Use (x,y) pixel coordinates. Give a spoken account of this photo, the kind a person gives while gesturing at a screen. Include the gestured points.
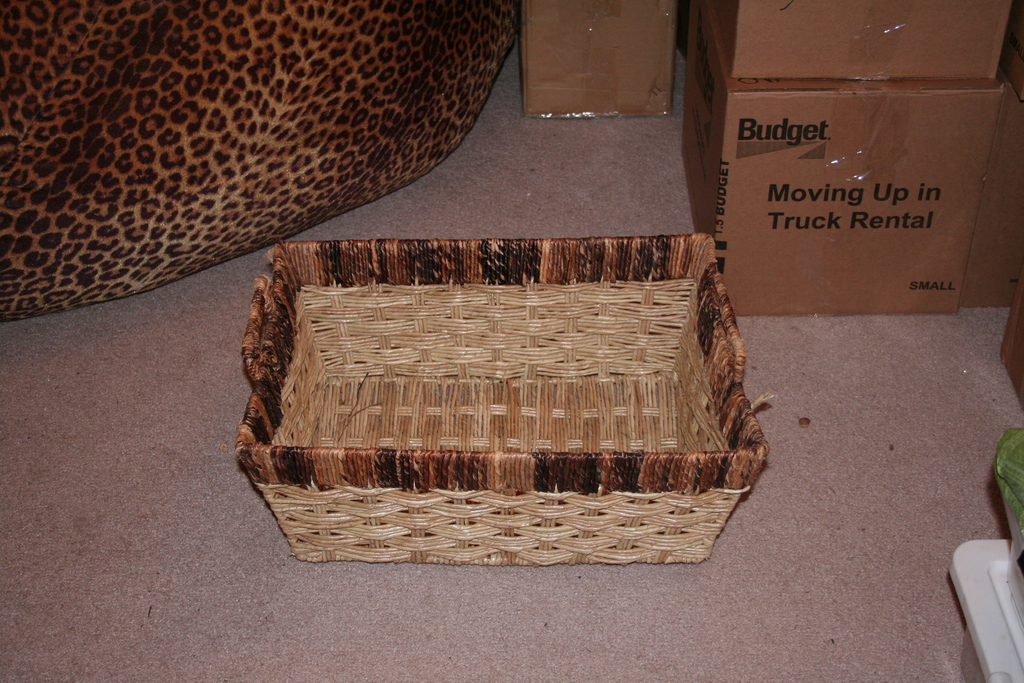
In the center of the image (432,296) there is a basket (740,459) on the floor (542,634). On the right side of the image (977,588) there are few objects (986,571) and there are boxes (832,128). On the left side of the image (162,117) we can see a leopard print bean bag (275,113).
